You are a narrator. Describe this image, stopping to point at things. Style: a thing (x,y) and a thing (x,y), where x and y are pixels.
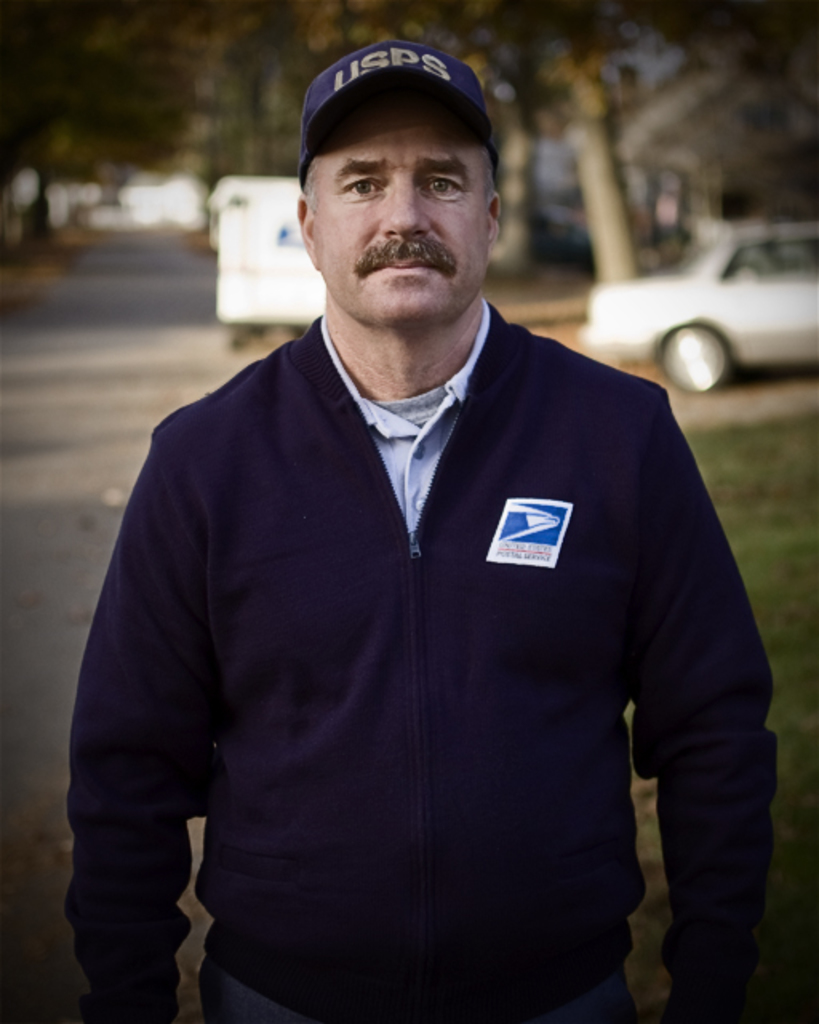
In this image we can see a person (462,678) wearing a blue color dress (460,652) and a cap (480,130). In the background of the image (501,160) we can see a car (775,359) and trees (169,68).
